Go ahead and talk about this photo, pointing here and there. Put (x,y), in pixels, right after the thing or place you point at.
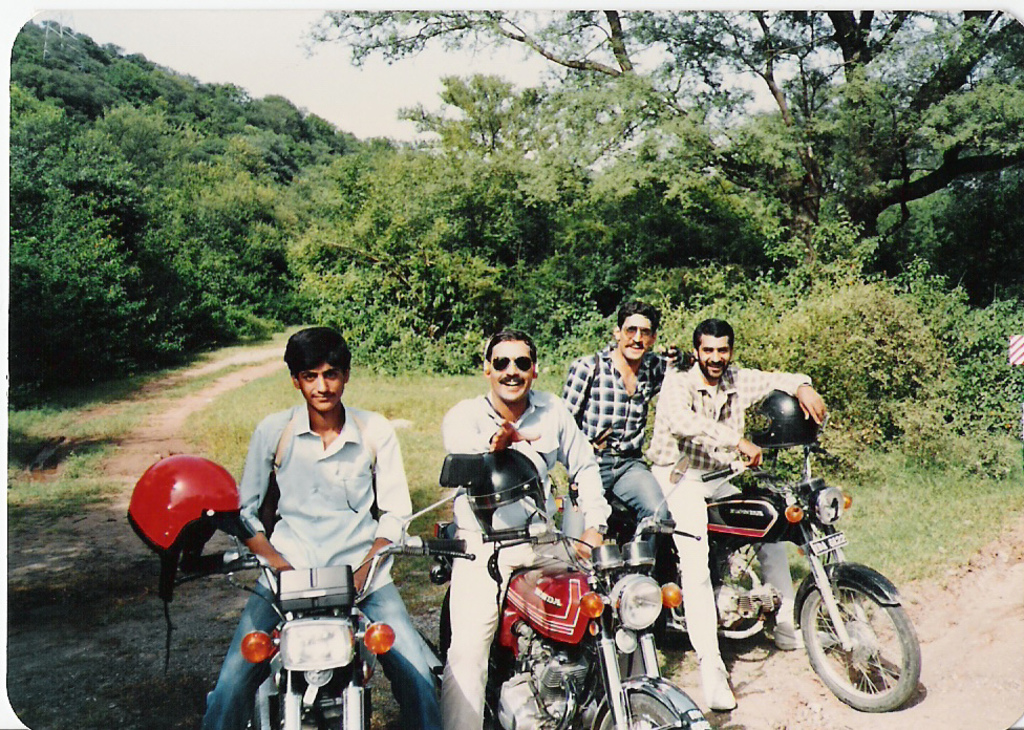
This picture is outside of the city, it is very sunny. There are four persons (731,380) sitting on their bikes (351,658) and having smile on their faces (707,370). In the background (476,282) there are some trees (404,232), sky (266,47) and the grass (254,396) on the floor (252,406) on the bike (297,606) which is on left side (188,495) there is one red colour helmet (200,507) in the center (510,484) black colour helmet (510,476) is attached to this bike (603,575) and the right side (713,393) this man (727,394) is leaning on the black colour helmet (796,411).
